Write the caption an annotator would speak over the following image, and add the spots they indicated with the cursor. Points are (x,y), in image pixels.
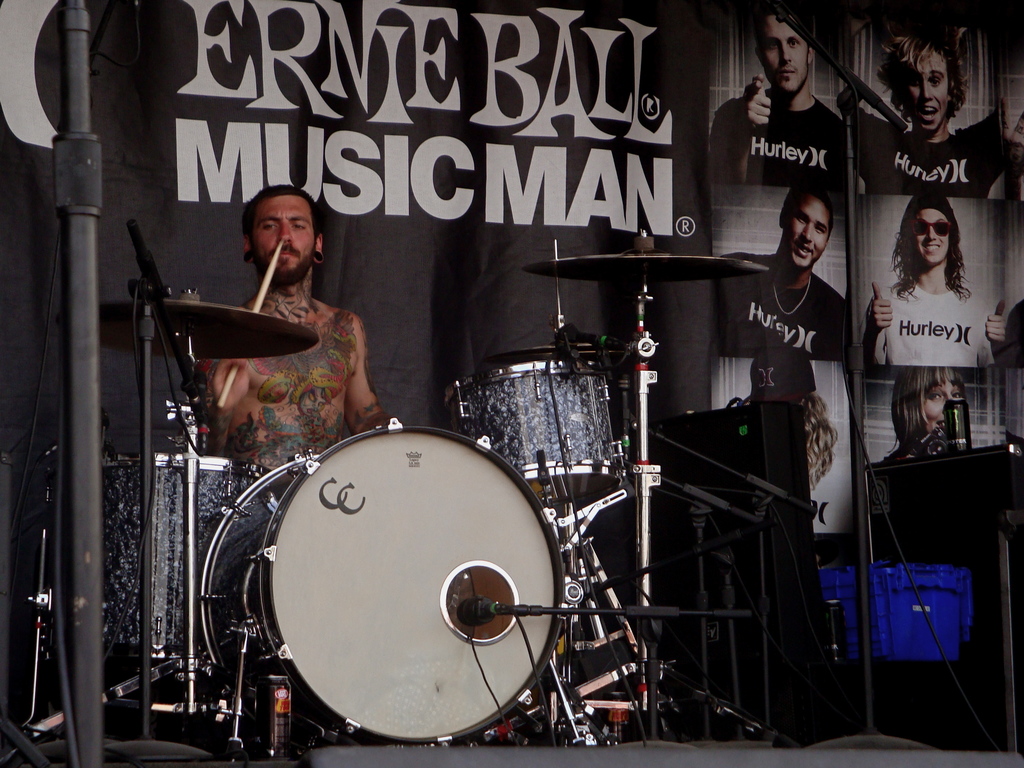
In the image we can see a man (242,430) sitting and holding drum sticks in hand (219,367). In front of him there are musical instruments (440,441) and a microphone (145,259) on the stand (140,296). Behind him we can see posters (585,136) and here we can see cable wire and the can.
